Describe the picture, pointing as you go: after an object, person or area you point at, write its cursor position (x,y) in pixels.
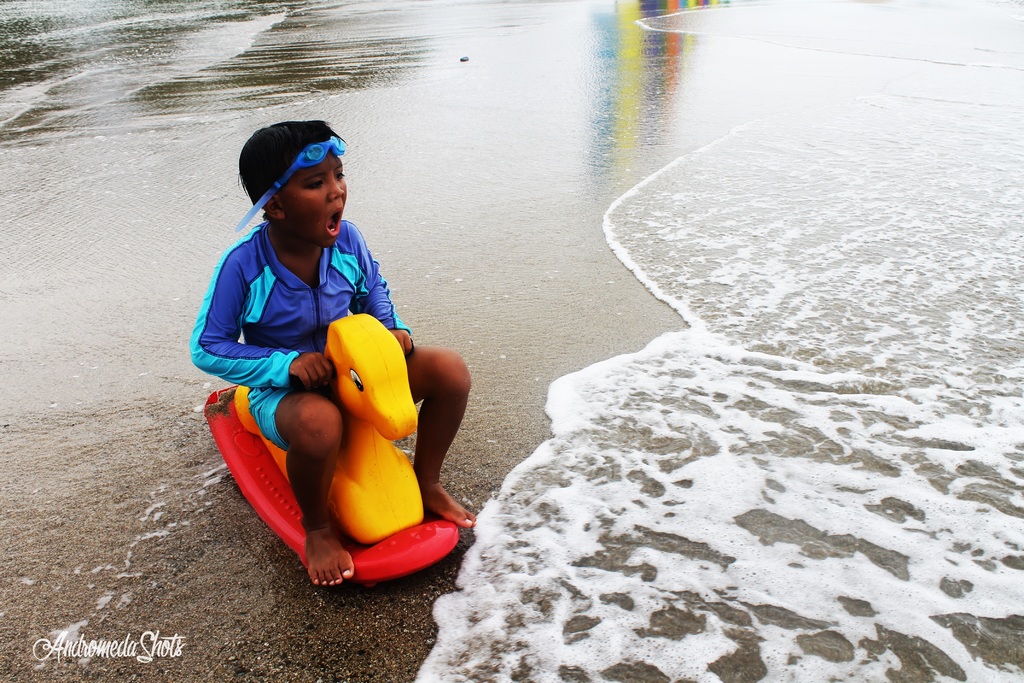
In the image a boy (278,348) is sitting on a toy (363,430) and in front of him there is a sea (614,535).
